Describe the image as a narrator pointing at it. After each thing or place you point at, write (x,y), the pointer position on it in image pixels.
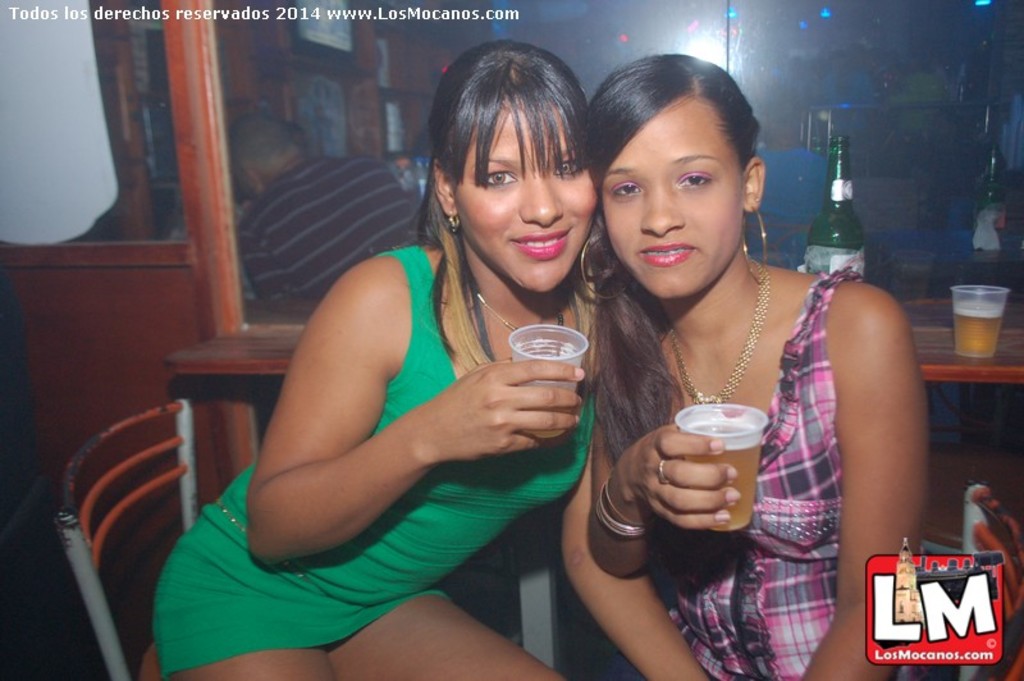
In the image we can see two women (257,675) are sitting and holding glasses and smiling. Behind them there is a table (1018,308), on the table (1018,308) there are some bottles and glasses (963,291). Top of the image (784,48) there is glass (281,140).
